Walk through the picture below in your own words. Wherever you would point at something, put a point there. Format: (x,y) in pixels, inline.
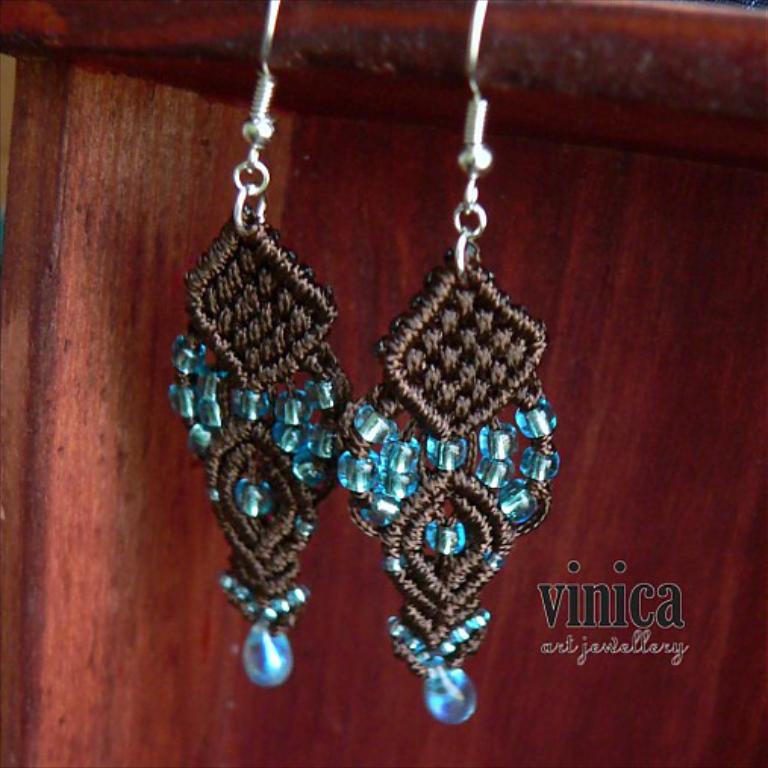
In this image I can see two earrings (333,362) which are black, blue and silver in color and I can see the brown colored background (599,448).
